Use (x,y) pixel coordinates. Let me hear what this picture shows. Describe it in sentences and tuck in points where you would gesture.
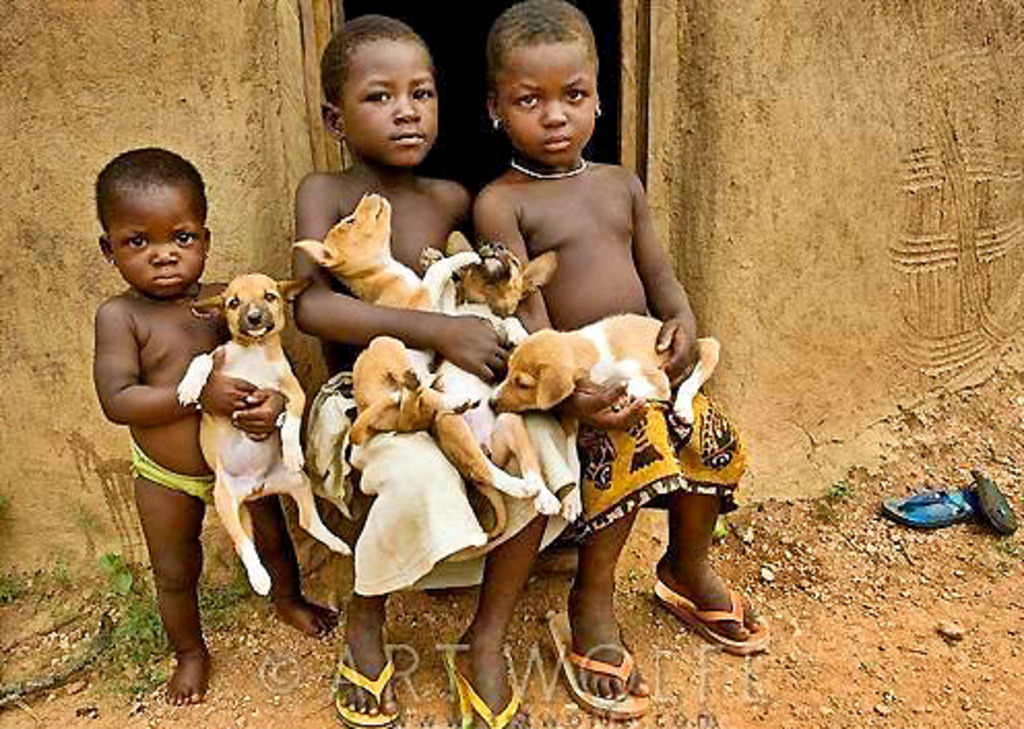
In the image we can see three persons (392,231) and two were sitting on the steps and they were holding dogs (624,356). In the background (687,61) there is a wall (129,119), door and slipper (948,525).
